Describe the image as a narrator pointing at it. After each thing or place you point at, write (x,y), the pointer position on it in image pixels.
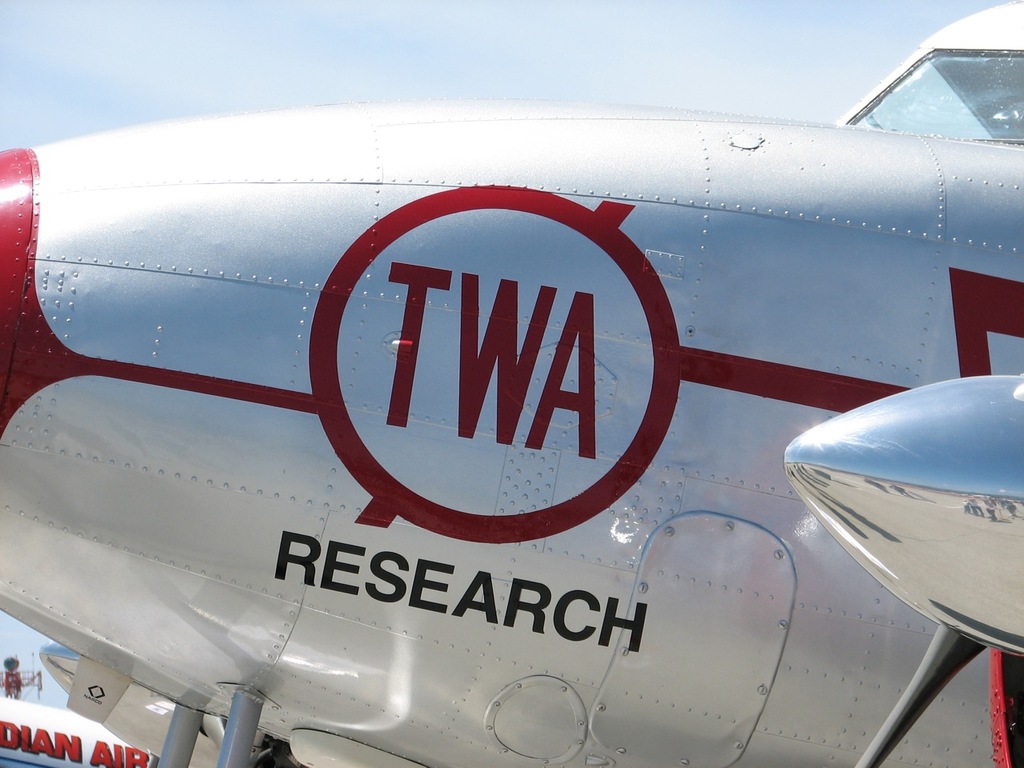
In this image I can see an aircraft (436,426) which is white, red and black in color. In the background (15,687) I can see few other aircrafts (61,719), a tower (7,674) and the sky (213,107).
